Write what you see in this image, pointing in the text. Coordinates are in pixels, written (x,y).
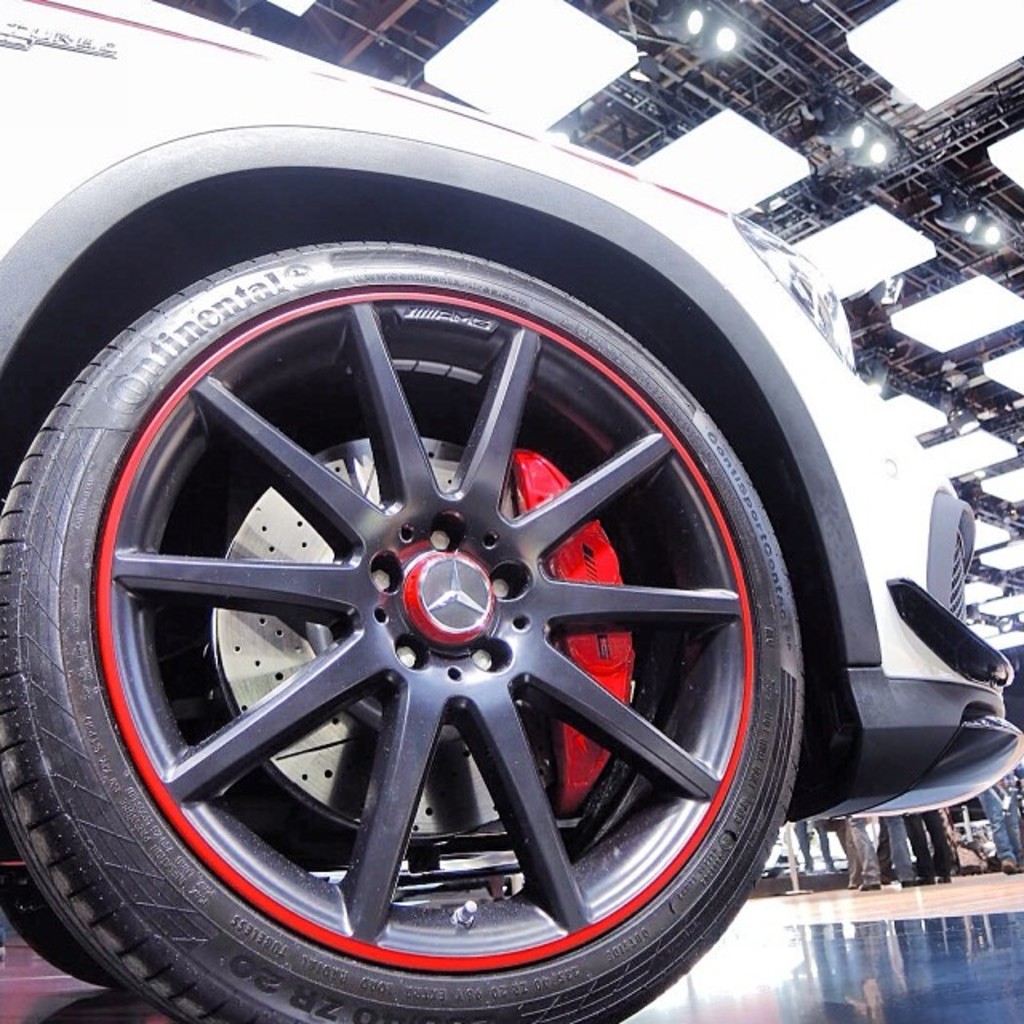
This image is taken indoors. At the bottom of the image (820,928) there is a floor (716,975). On the left side of the image (168,378) there is a car (280,412) parked on the floor (810,912). On the right side of the image (898,830) a few people (883,843) are standing on the floor (919,923). At the top of the image (617,70) there is a roof (693,110) with lights (789,163).
